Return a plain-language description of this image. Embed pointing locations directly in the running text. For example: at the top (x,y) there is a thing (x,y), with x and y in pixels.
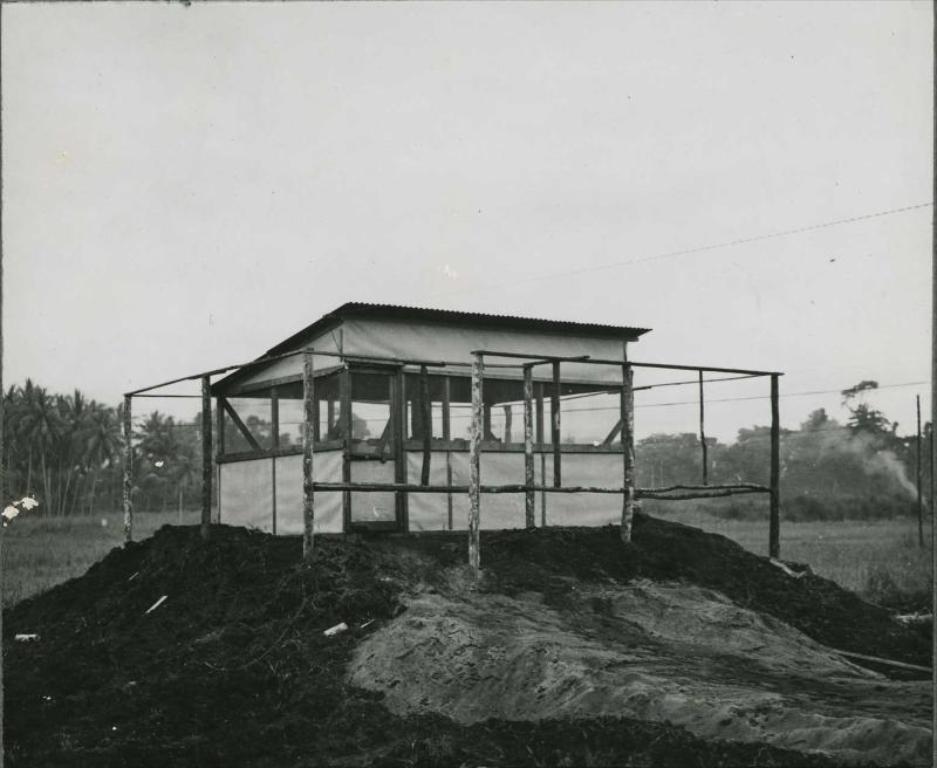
In this picture we can see poles (479,440), shed (504,450), grass (31,517), smoke (850,448) and trees (840,440). In the background of the image (220,134) we can see the sky (217,151).
